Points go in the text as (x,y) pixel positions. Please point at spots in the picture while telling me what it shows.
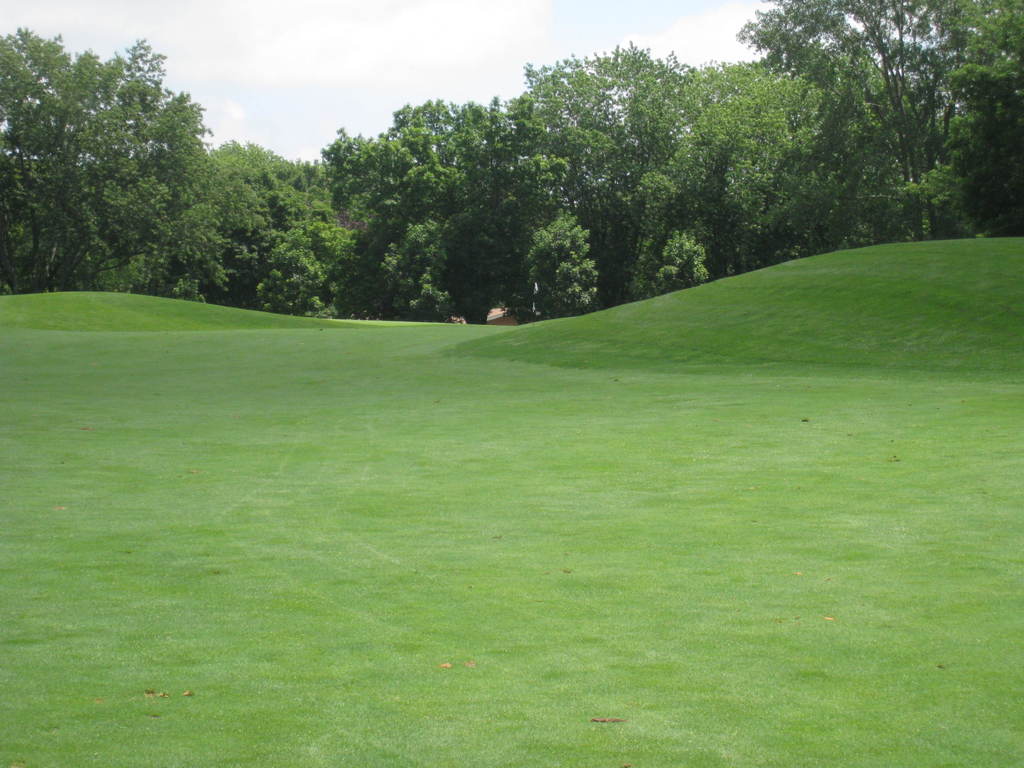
This image consists of grass (389,444), trees (591,160) and the sky (661,3). This image is taken, maybe in a park (298,575).
